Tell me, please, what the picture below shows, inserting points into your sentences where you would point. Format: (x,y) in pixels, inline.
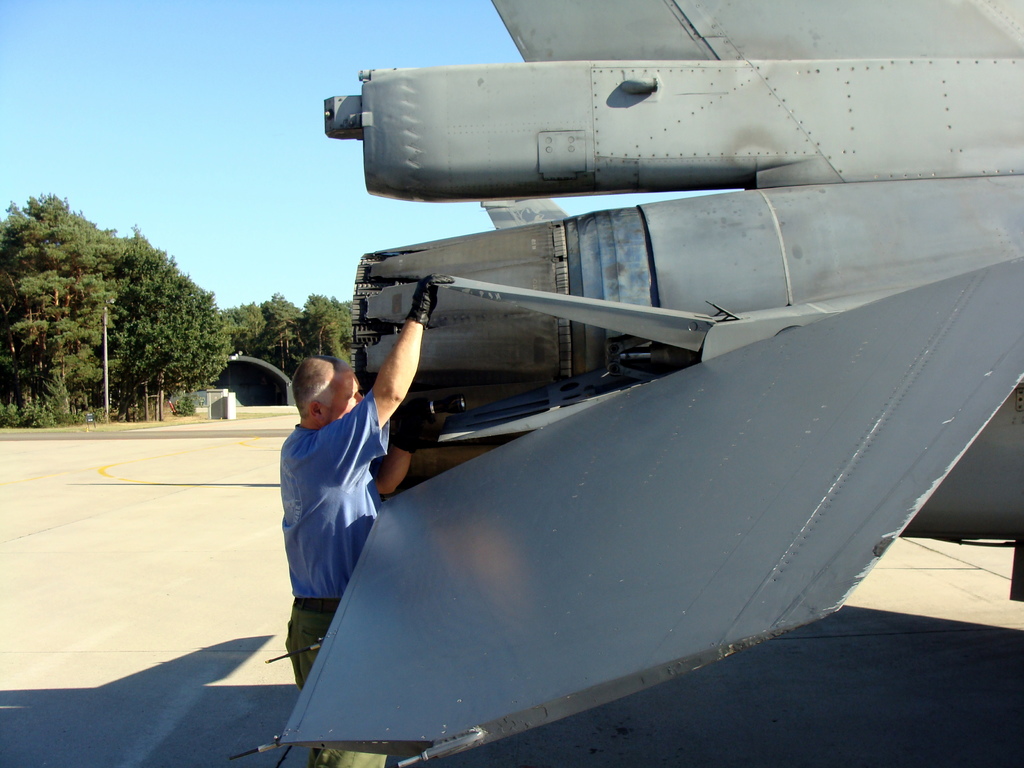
On the right side (962,96) there is a aeroplane (614,429). Just beside this there is a man (317,520) standing and holding it. In the background (203,315) I can see the trees (105,294). On the top of the image (164,121) I can see the sky (151,129).
